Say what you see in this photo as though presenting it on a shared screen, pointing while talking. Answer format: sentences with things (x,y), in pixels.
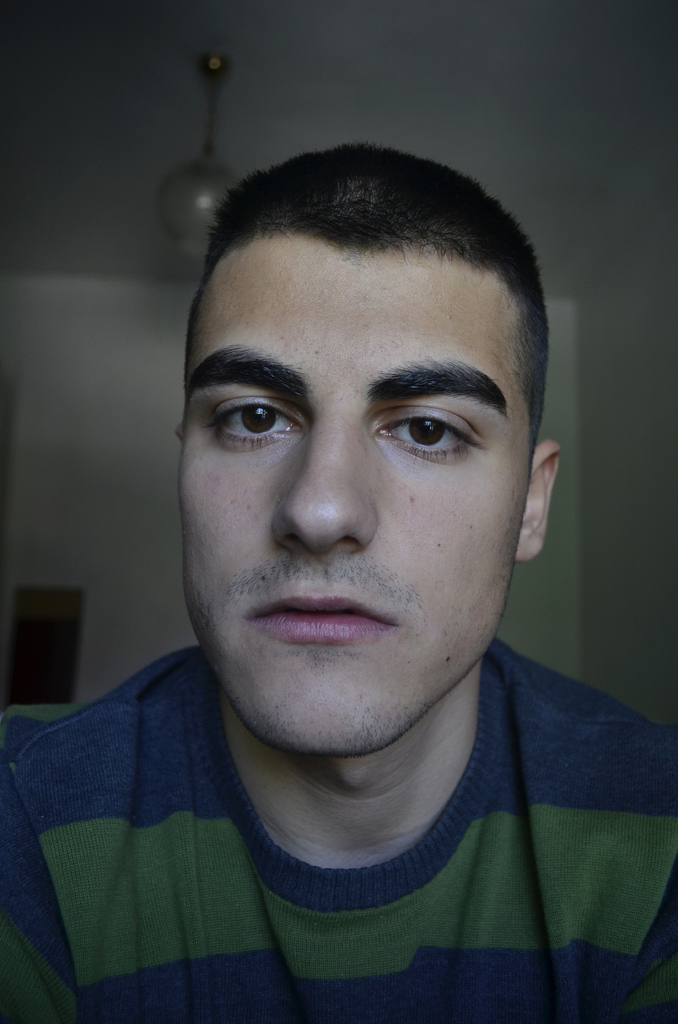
In this image there is a person (132,793). Top of the image (202,208) there is a lamp (185,234) hanging from the roof (245,167). Left side (25,666) there is a frame (38,639) attached to the wall (17,392).
